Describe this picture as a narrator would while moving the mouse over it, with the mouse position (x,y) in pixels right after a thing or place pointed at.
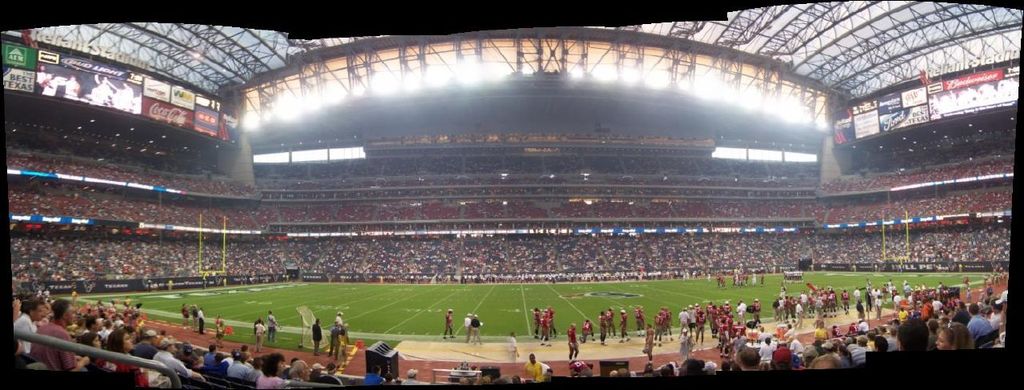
In the middle of this image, there are persons (827,300) on the ground (289,307) of a stadium (49,203) which is having a roof (701,26), lights (804,114) arranged, hoardings (161,93) and screens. Around this ground (632,299), there are persons (686,242).
